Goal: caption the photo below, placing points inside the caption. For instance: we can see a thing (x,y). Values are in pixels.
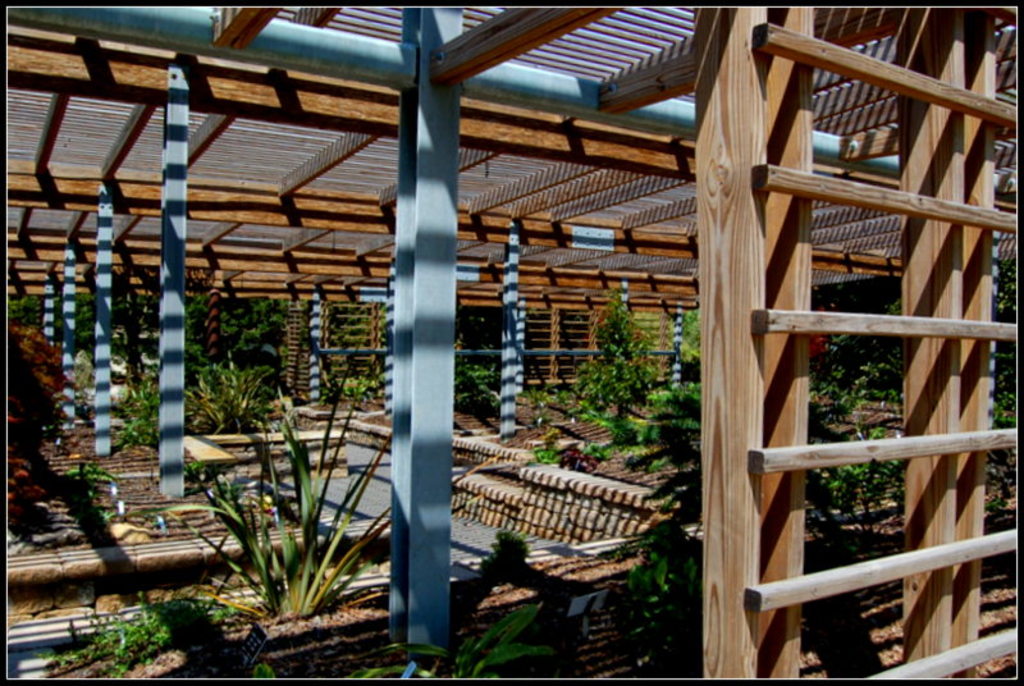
In this image we can see wooden shelters (572,188) with blue color pillars (393,351). Under the shelter (976,414) plants (629,416) are there.
